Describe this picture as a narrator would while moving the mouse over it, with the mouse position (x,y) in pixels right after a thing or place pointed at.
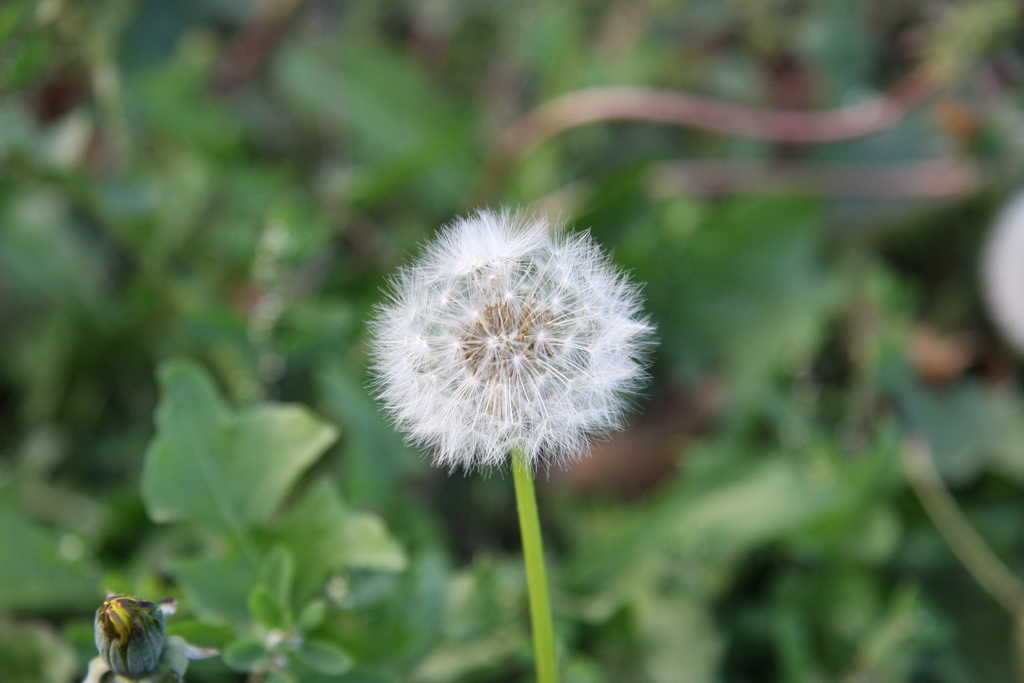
In this picture I can see a flower (457,430) It is white in color and I can see few plants (777,248).
